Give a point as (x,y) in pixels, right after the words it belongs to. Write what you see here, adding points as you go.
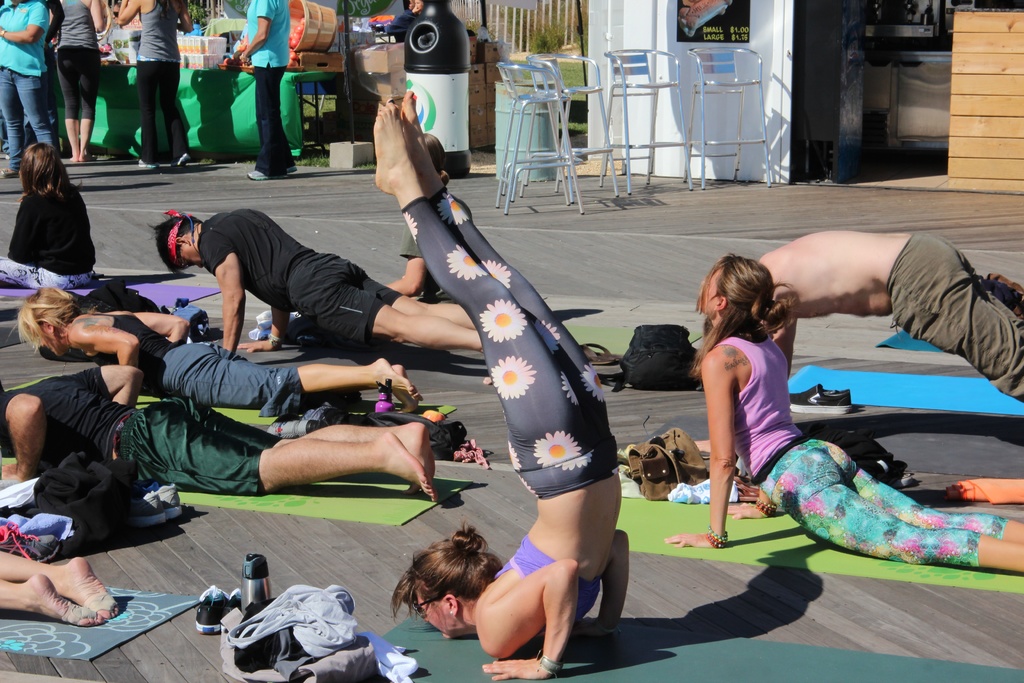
In this image we can see few people (137,356) doing yoga on the yoga mat (683,675). There are clothes (303,674) and bags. Also there are bottles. In the back (523,111) there are chairs (547,90). And there is a dustbin (406,65). And there are few people (153,42) standing. And there are few items (193,60) in the background (385,49). And there is a wall (654,13) with a poster (711,11).
